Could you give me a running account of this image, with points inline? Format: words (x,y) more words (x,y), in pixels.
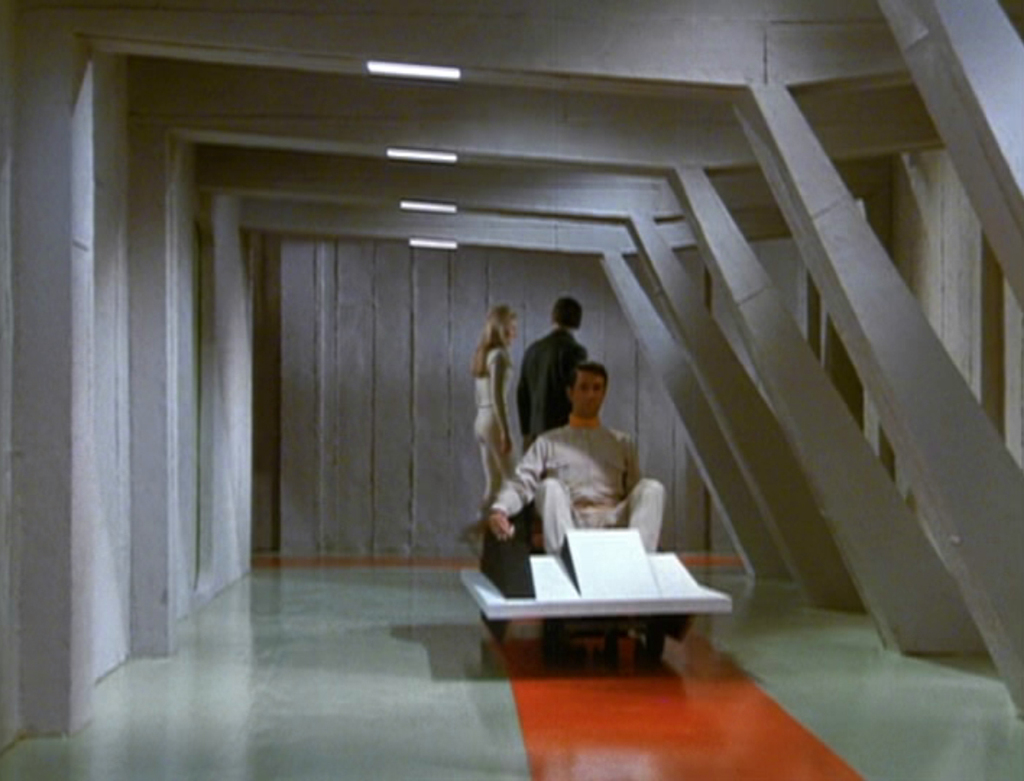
This is an inside view. Here I can see a man (589,511) is sitting on a vehicle (588,602) which is placed on the floor (510,734). In the background (556,372) there are two persons (543,367) are walking. On the right side (880,350) I can see the pillars (854,497). On the top (442,73) there are some lights (422,206).
